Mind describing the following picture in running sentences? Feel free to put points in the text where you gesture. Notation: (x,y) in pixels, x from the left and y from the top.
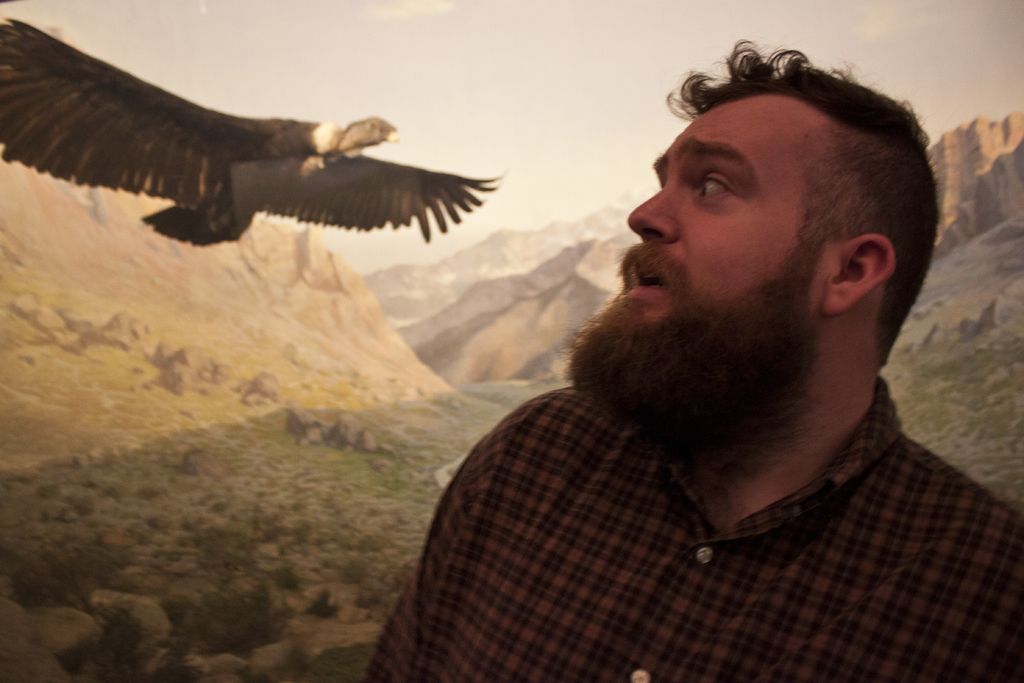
In this picture there is a man (690,257) on the right side of the image (897,334) and there is an eagle (370,176) on the left side of the image (258,186), there is grassland (1012,350) in the background area of the image (68,310).
